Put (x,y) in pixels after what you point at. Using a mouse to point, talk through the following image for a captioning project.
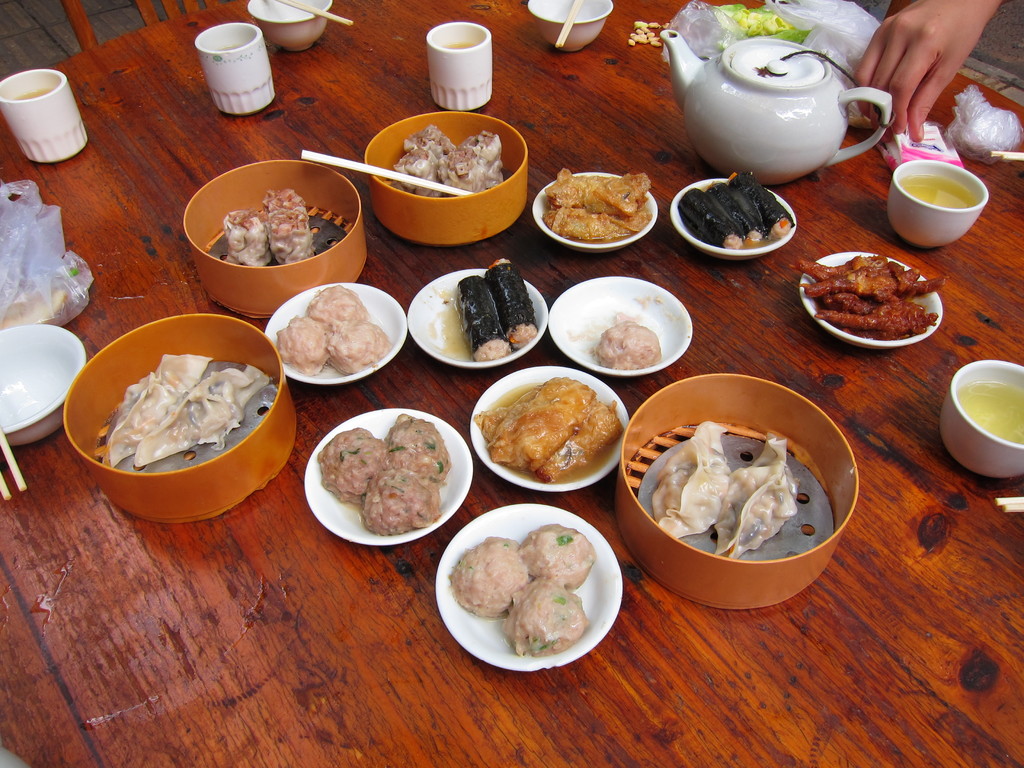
In this image we can see a table (417,387). On the table (438,551) there are different kinds of dishes (408,449) placed in bowls (293,272), chopsticks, kettle (714,149), vegetables (771,31) and polythene covers (829,47).
